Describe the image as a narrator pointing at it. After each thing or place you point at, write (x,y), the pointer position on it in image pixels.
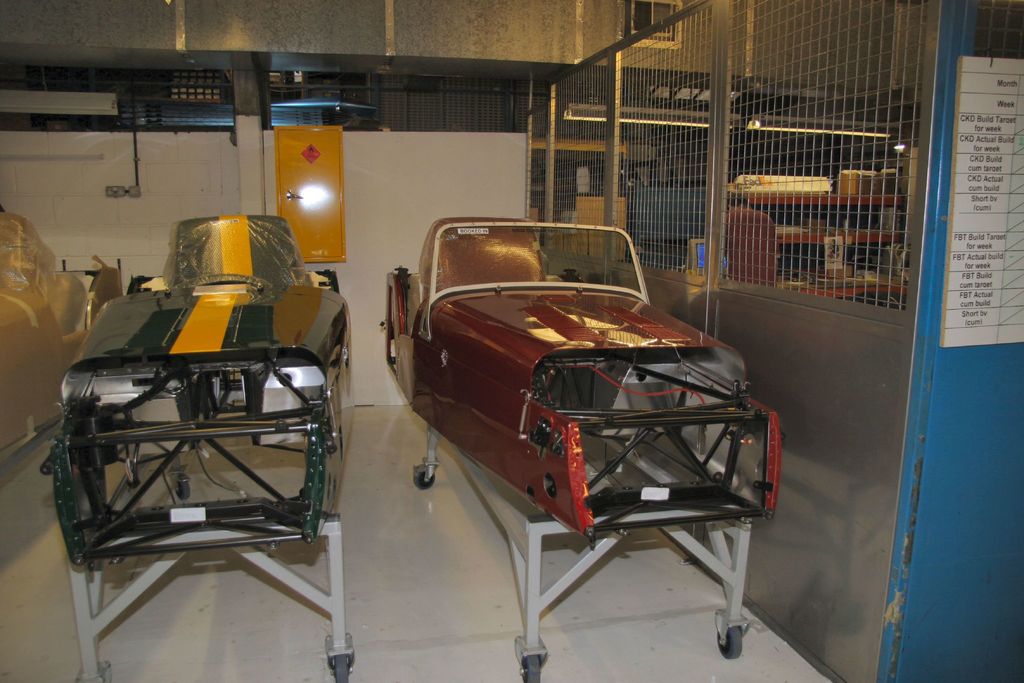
In this image in the front (271,293) there are objects (279,353) which are red, green and yellow in colour. On the right side (792,190) there is a door (783,235) and there is a board (983,229) with some text (992,195) written on it and behind the door (767,230) there are objects (784,227) which are brown and white in colour. On the left side (63,297) there is an object (32,306) which is beige in colour. In the background (425,188) there is a wall (396,182), on the wall (360,178) there is a cupboard (312,181) which is yellow in colour and at the top (665,10) on the wall (580,21) there is a window (657,21).
